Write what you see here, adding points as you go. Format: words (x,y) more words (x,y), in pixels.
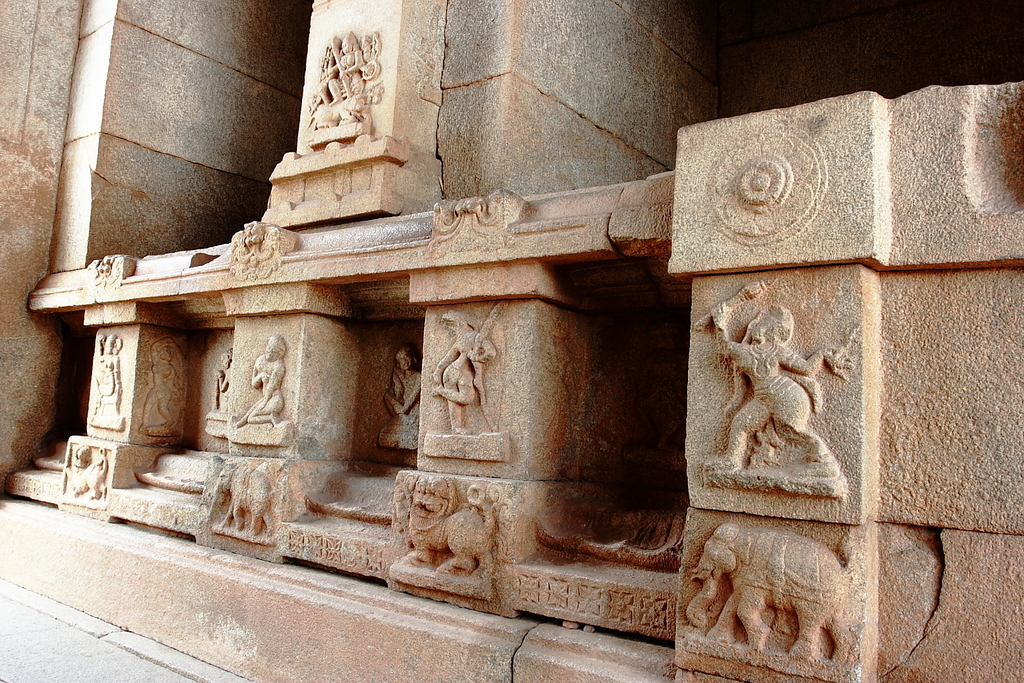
In this image I can see few statues (797,442) are carved on the rocks (922,312).
